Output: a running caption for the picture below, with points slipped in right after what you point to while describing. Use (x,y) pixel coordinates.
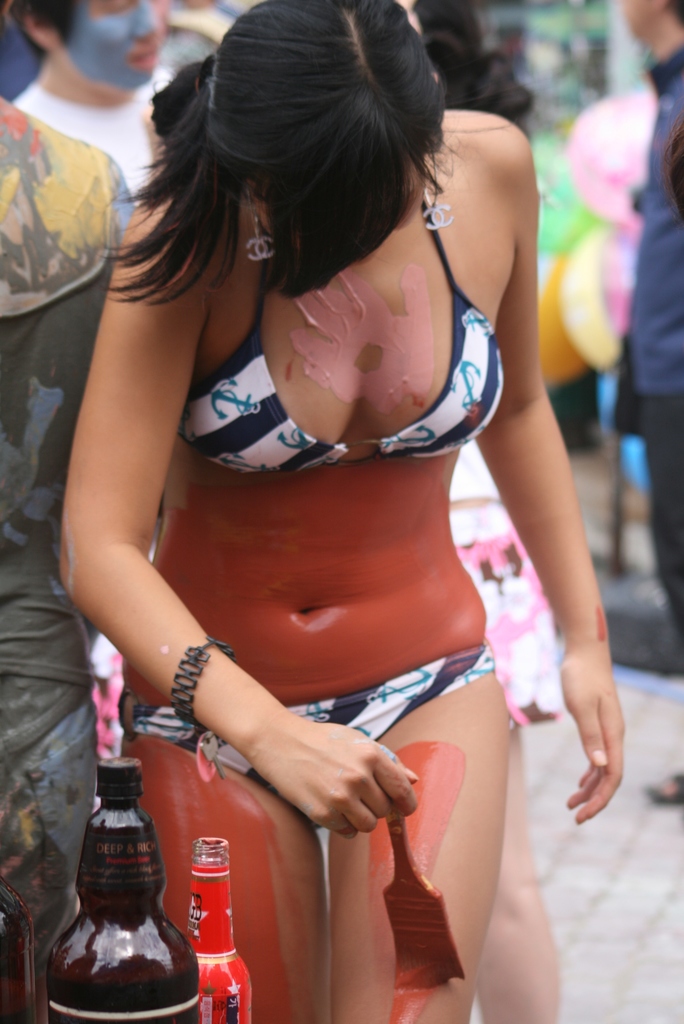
In the middle of the image (415,617) a woman (258,899) is standing and holding a brush (394,815) and doing painting. Behind her few people (215,6) are standing. In the bottom left corner of the image (63,1018) we can see two bottles (63,1018).
